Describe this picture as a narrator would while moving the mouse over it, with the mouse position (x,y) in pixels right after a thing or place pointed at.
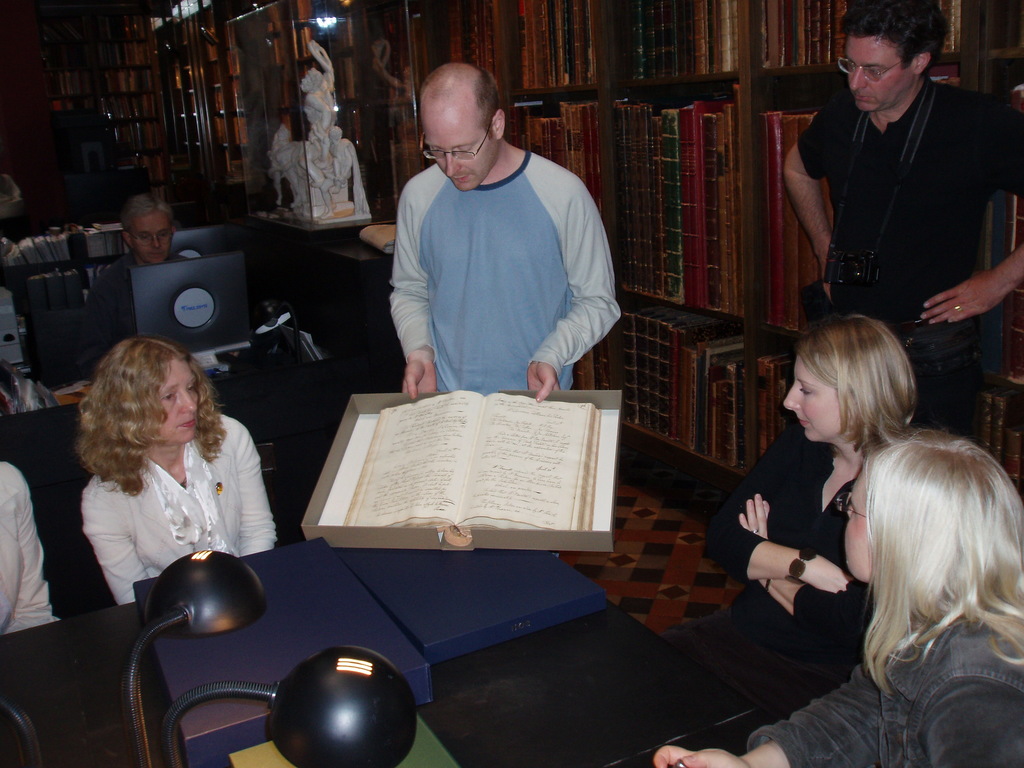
In this picture there are number of people (407,336) discussing regarding some book (462,471), it looks like library (685,82) with number of books (720,160) in the cabinets (755,326), person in the background (188,261) is sitting and working on the computer (191,282) and there is statue (300,172) in the upper middle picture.
